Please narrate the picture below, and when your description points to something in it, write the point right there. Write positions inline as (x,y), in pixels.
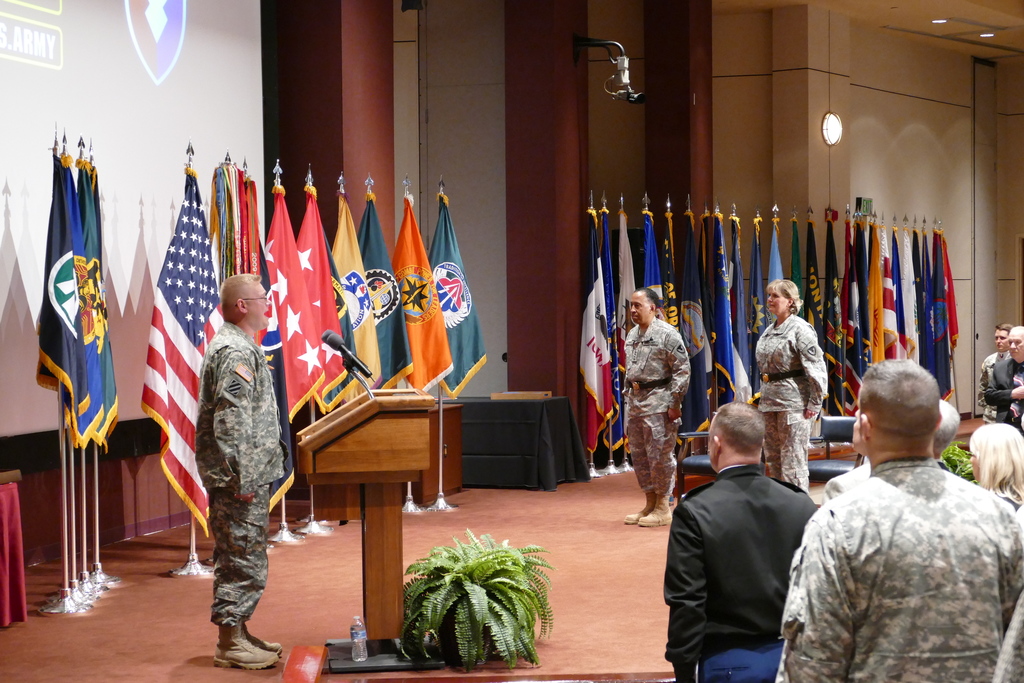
In the image we can see there are many people (834,479) standing, they are wearing clothes (871,530) and this is a podium (391,533), plant pot (420,616), water bottle (361,620), microphone (330,340), projection screen (178,69), floor (573,520) and flags (379,291).
